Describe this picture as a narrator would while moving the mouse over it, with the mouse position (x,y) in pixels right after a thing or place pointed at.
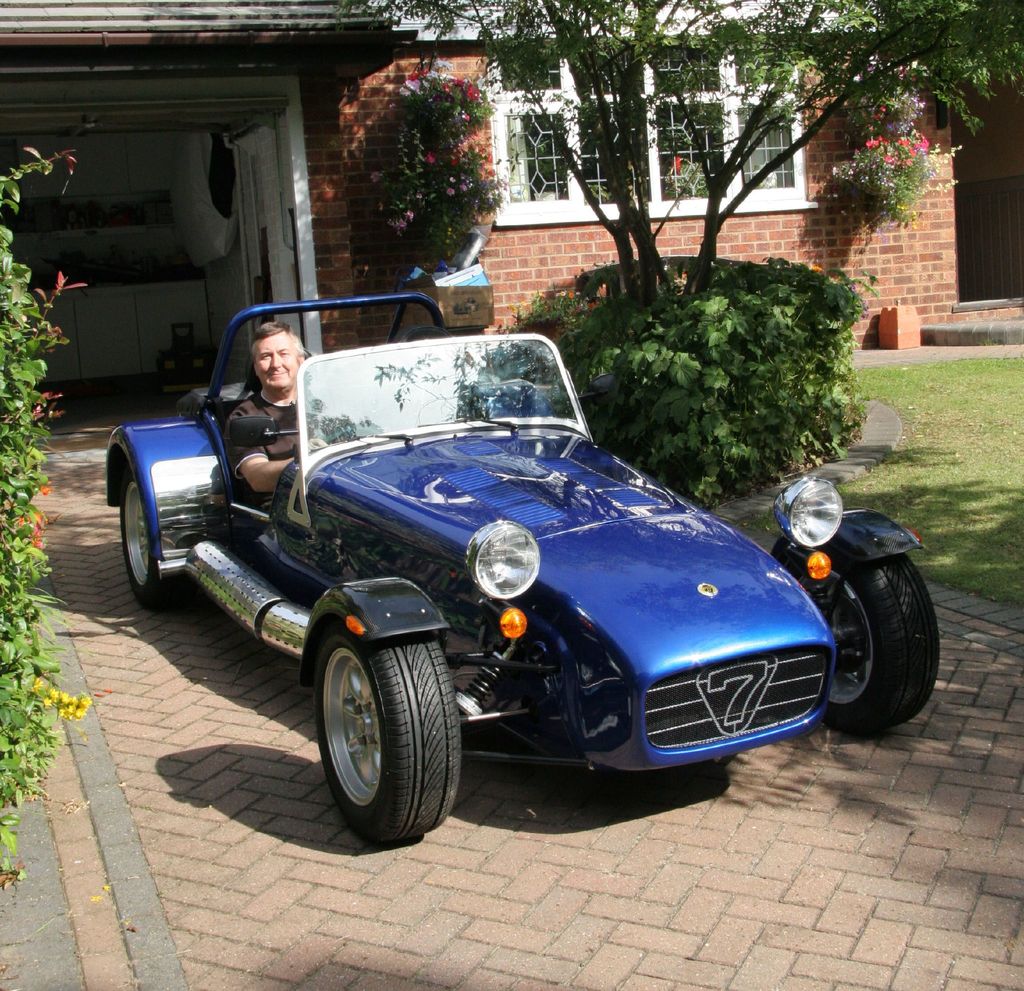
In the picture I can see a man (275,457) is sitting in a vehicle (470,511). The vehicle (478,587) is blue in color. In the background (455,214) I can see a house (494,233), a tree (631,173), plants (816,364), the grass (921,467) and some other objects (464,322) on the ground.
